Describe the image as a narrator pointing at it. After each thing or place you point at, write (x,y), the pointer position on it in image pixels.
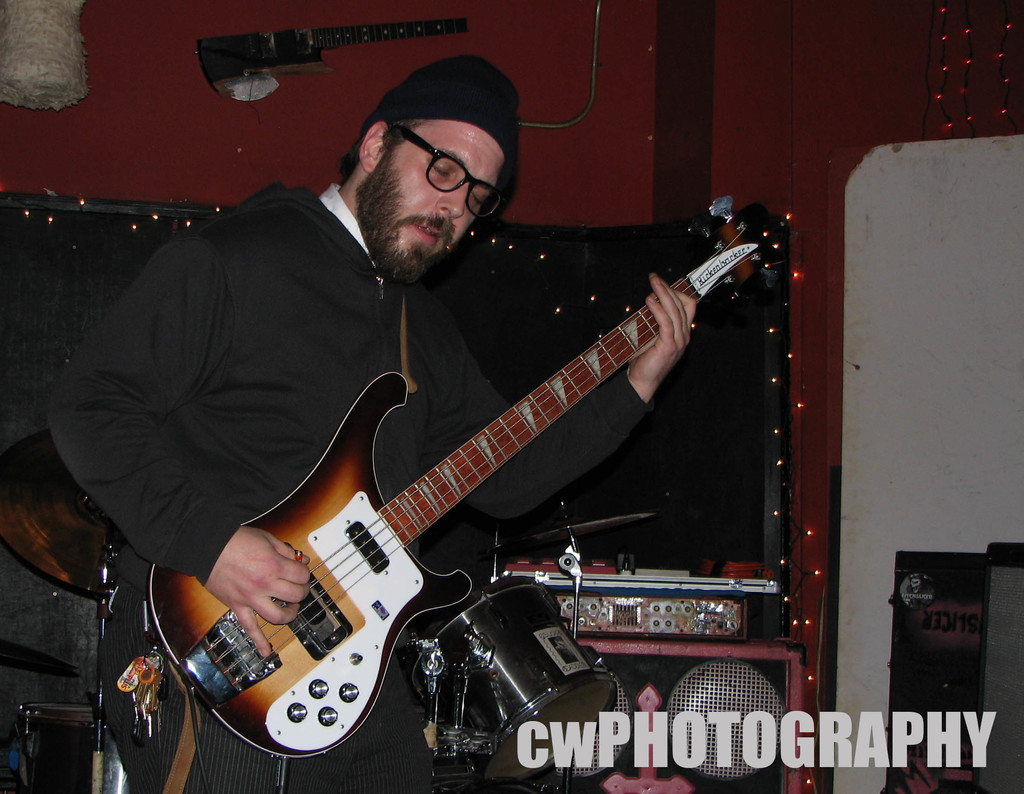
This picture is of inside the room (936,519). In the center (374,277) there is a man (282,323) wearing black color hoodie (270,401), standing and playing guitar (338,584). On the bottom right corner (701,750) there is a watermark (801,742) on the image. In the background (816,624) we can see a wall (791,60), decoration lights (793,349) and some musical instruments (562,627).
